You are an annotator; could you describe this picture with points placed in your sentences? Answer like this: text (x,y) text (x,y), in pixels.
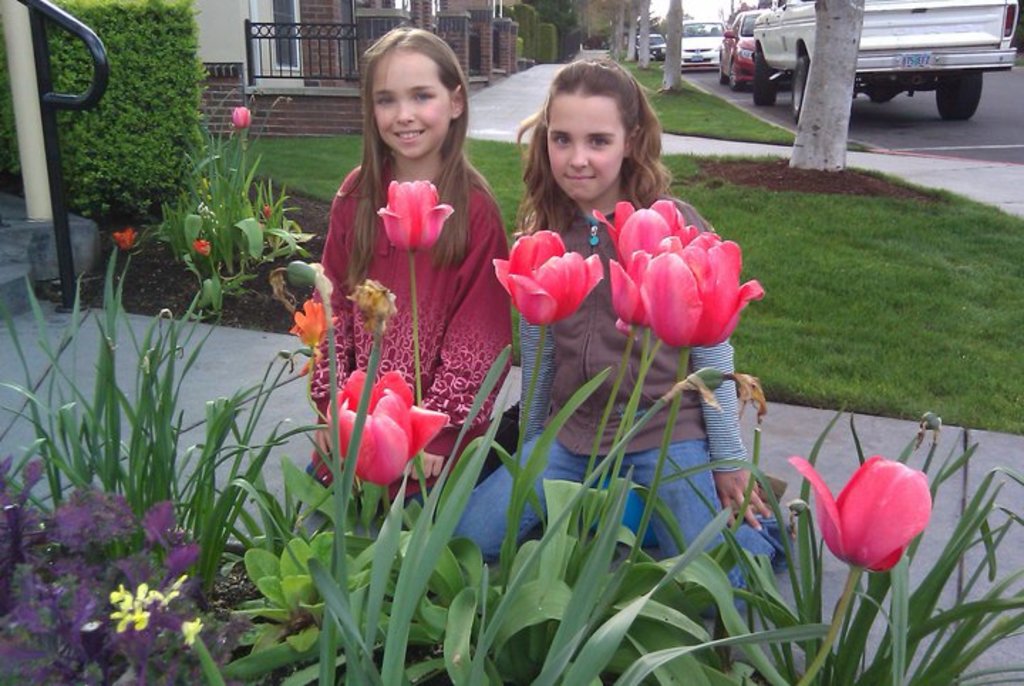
In the picture we can see some grass plants (805,625) with flowers (382,300) and behind it, we can see two girls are sitting on the knee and in the background (937,59) we can see a some houses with railing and vehicles (921,65) near the road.
